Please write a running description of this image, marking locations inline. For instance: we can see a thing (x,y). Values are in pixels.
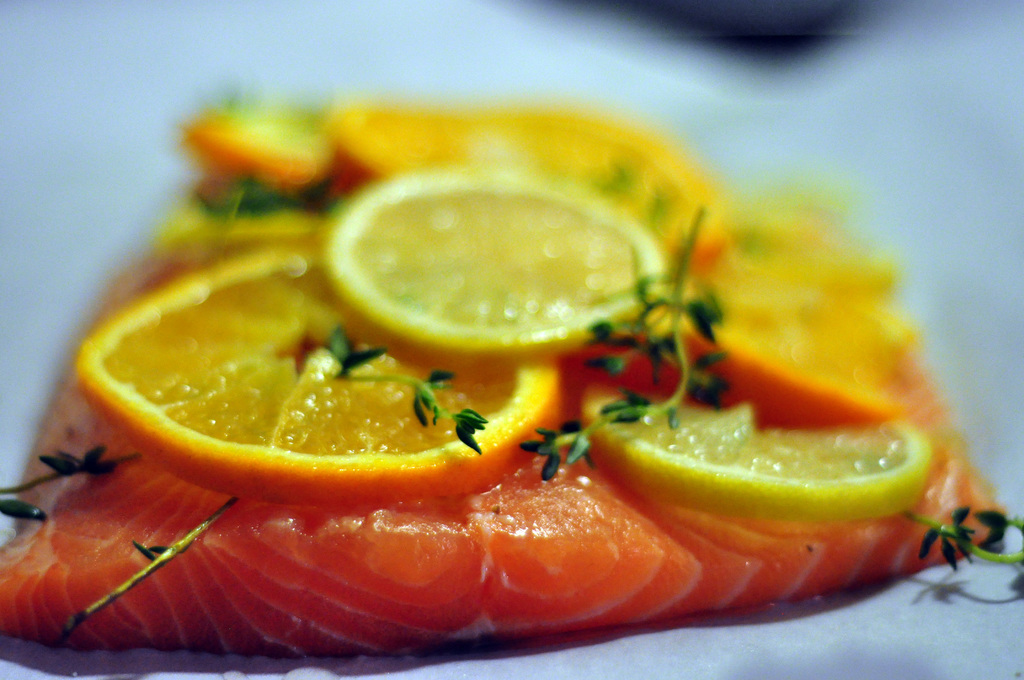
In this picture I can see meat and few slices (597,314) of a fruit (394,190). I can see blurry background (373,51).
